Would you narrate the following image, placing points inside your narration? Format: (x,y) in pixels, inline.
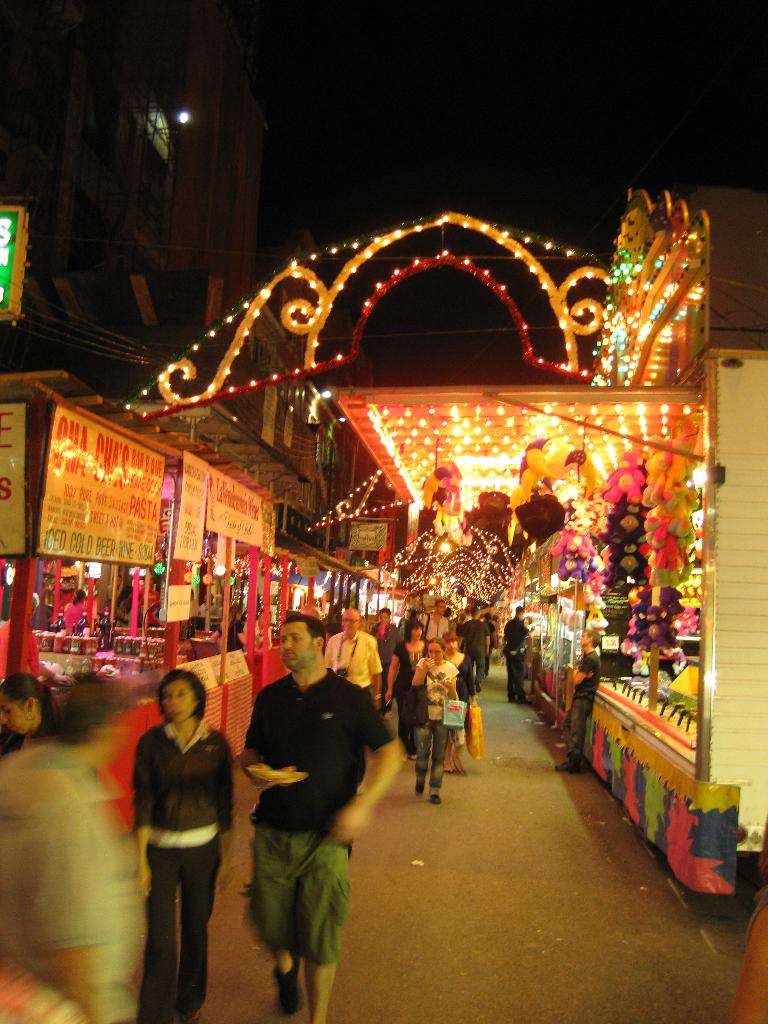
In this image we can see people (53,980), road (383,821), boards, lights (609,364), stalls (761,738), building (201,378), and other objects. There is a dark background (670,78).
